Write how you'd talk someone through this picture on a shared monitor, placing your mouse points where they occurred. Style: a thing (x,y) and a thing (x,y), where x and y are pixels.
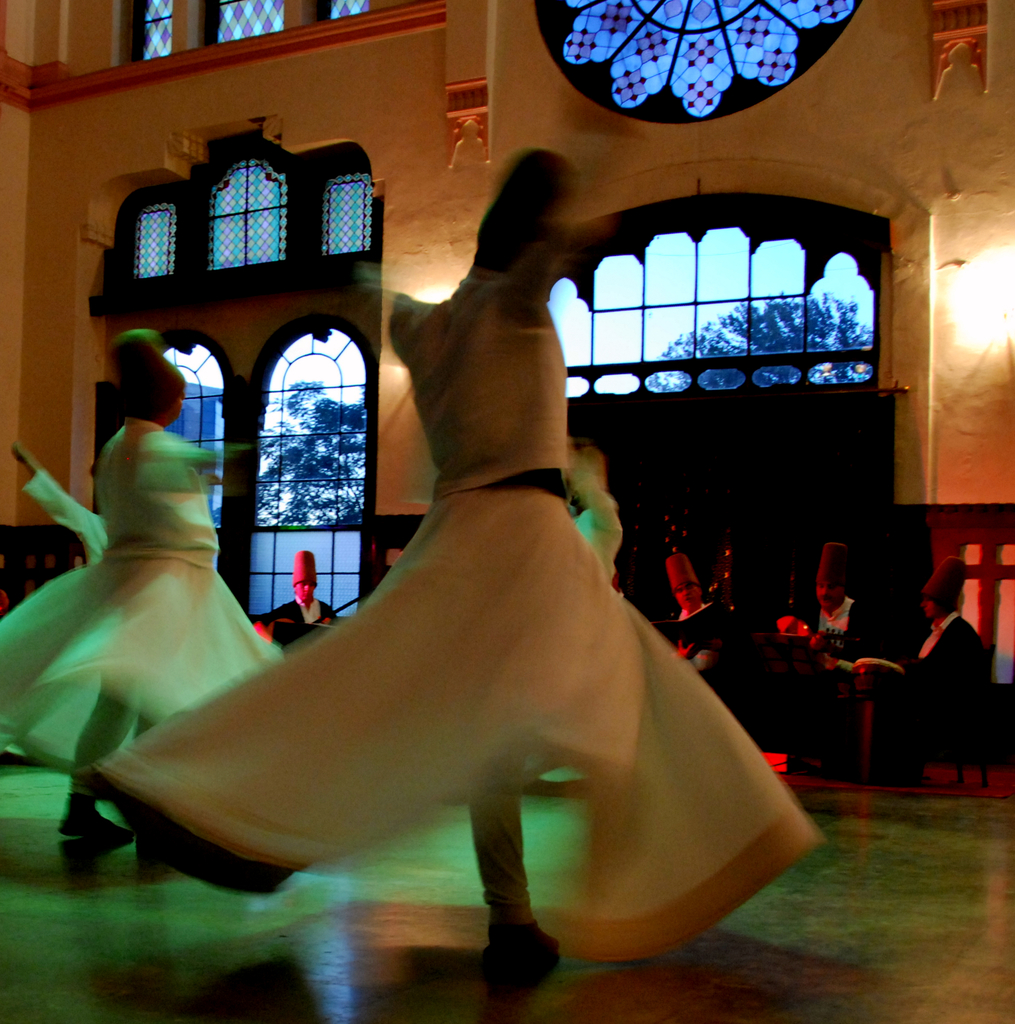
In this image, we can see a few people (592,689). Among them, some people (936,634) are sitting and some people (107,489) are standing. We can also see the ground (199,920). There are some glass doors (364,473) and glass windows (775,276). We can see the wall (714,160) and some lights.
